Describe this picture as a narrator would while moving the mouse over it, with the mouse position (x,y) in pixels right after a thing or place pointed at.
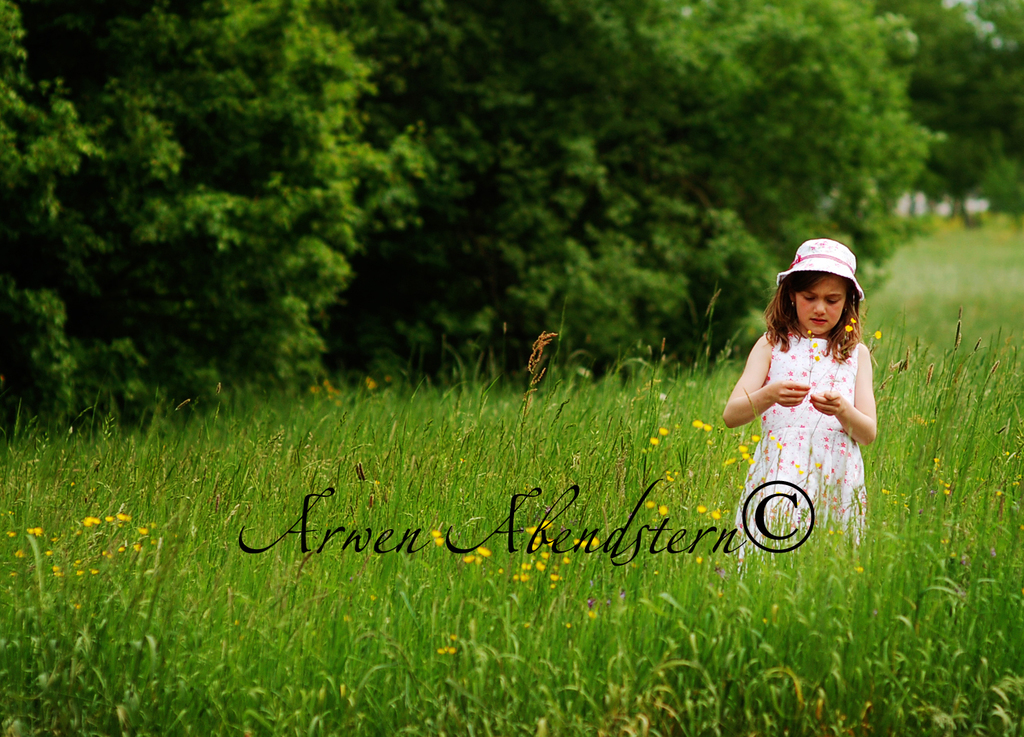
In this picture I can see a girl (806,415) is standing. The girl (805,312) is wearing a hat (818,259) and white color dress (812,456). In the background (525,387) I can see trees (546,206) and plants (649,522). Here I can see a watermark (620,531).
